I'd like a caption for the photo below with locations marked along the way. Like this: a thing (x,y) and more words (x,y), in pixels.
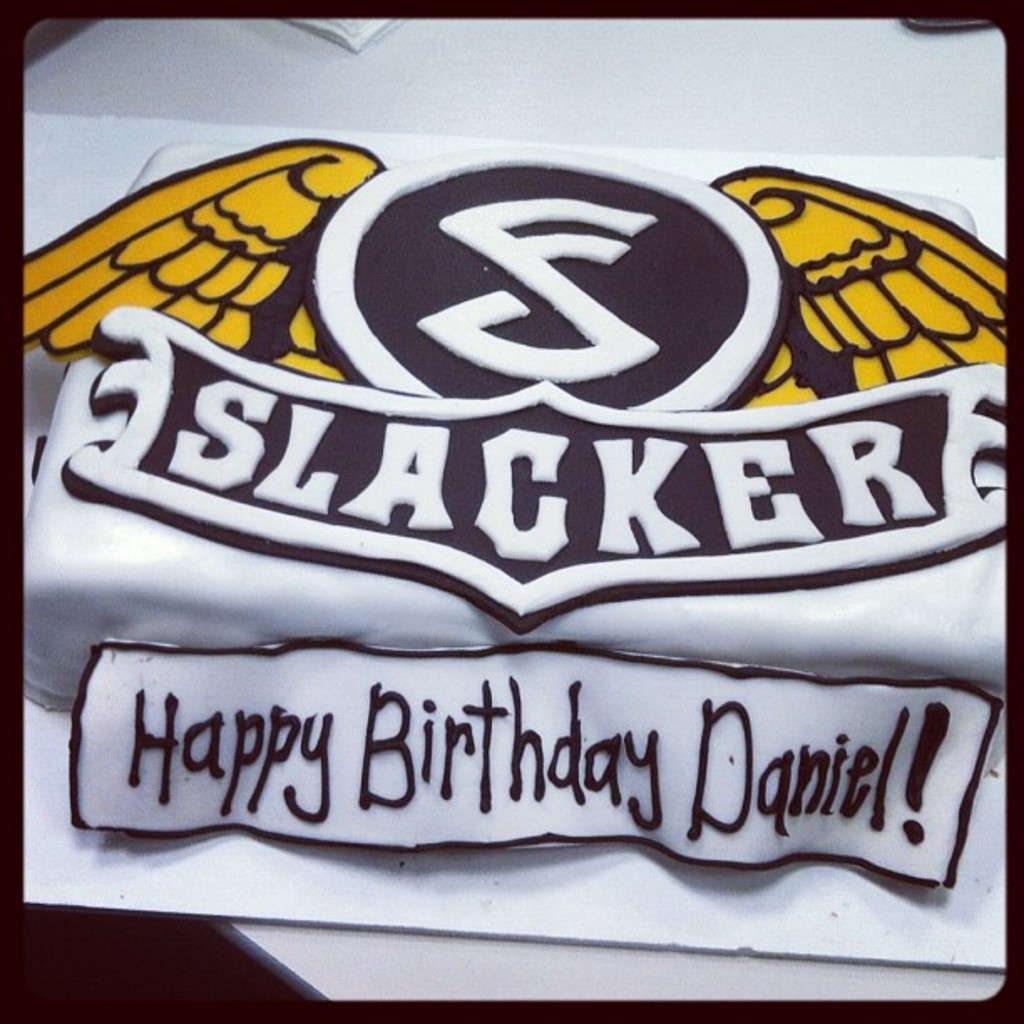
There is a logo (661,494) in the center of the image (519,542) and there is text (367,757) at the bottom side (515,729).
